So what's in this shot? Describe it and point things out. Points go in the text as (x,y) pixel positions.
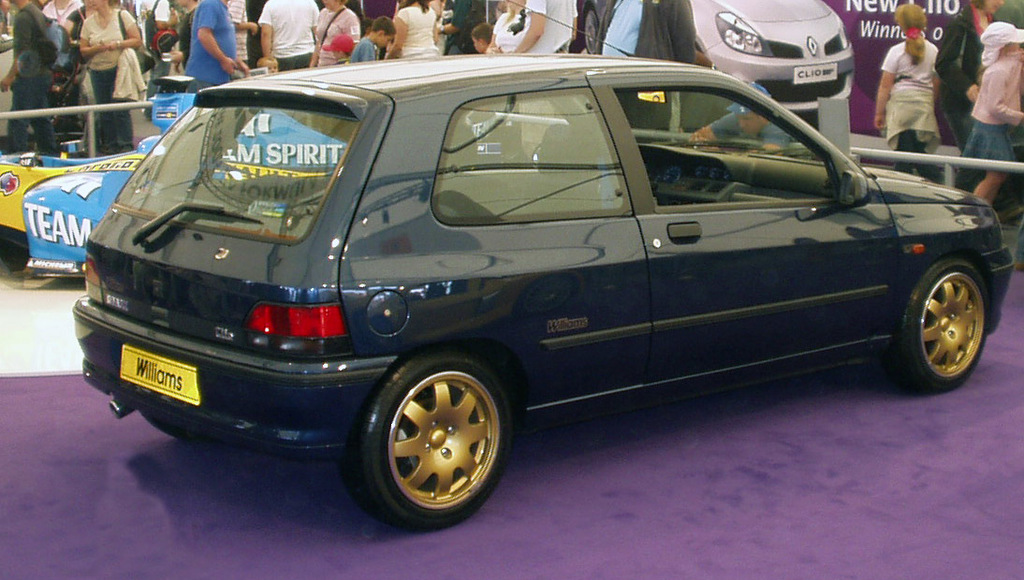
In this picture we can see a car (947,231) on the floor (913,415) and in the background (423,2) we can see a group of people (234,28) standing, fence (951,179), banners (873,9).
